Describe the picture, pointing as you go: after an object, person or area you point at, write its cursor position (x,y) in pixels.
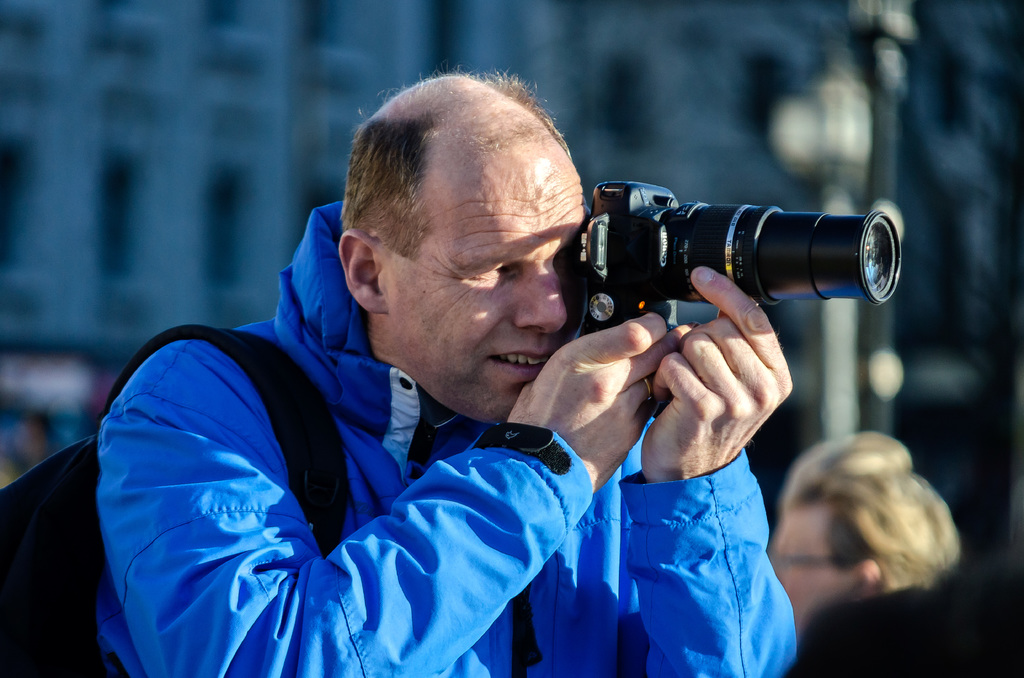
In this image, there is a man (391,425) who is wearing a blue color coat (528,591), He is holding a camera (646,286) and taking a picture, in the background (865,552) there is a man (876,533) sitting and there is a building (384,68).
